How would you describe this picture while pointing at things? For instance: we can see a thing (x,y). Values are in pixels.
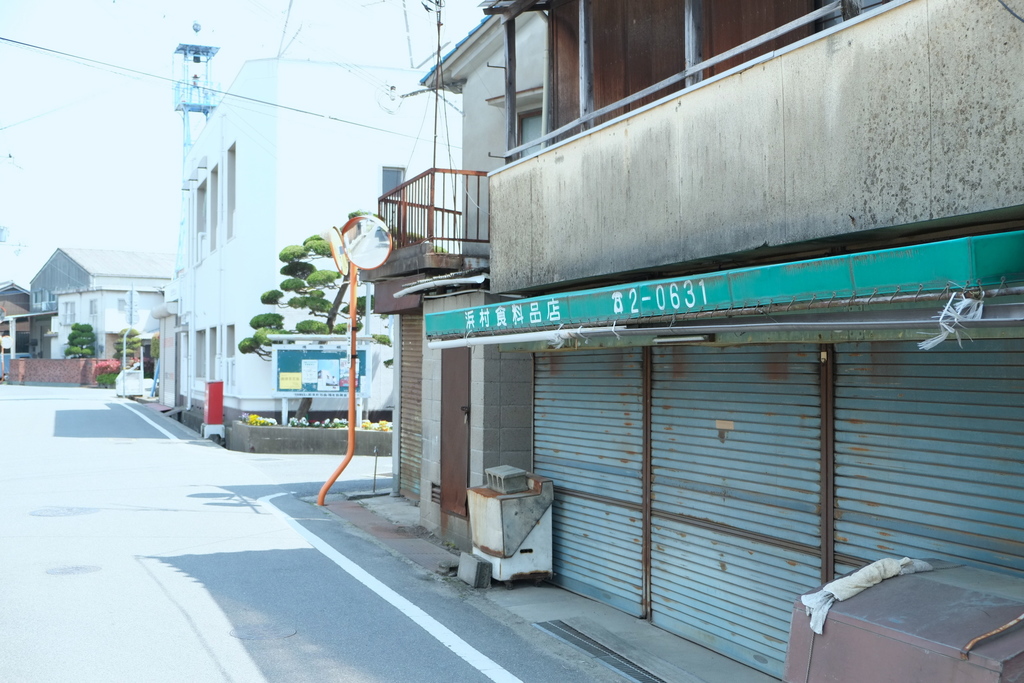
This image consists of buildings (583,267). At the bottom (196,567), there is a road (157,569). At the top (81,55), there is a sky (26,184). In the front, there is a tree (321,287) beside the building (255,295). To the right (872,408), there are shutters (846,365).
